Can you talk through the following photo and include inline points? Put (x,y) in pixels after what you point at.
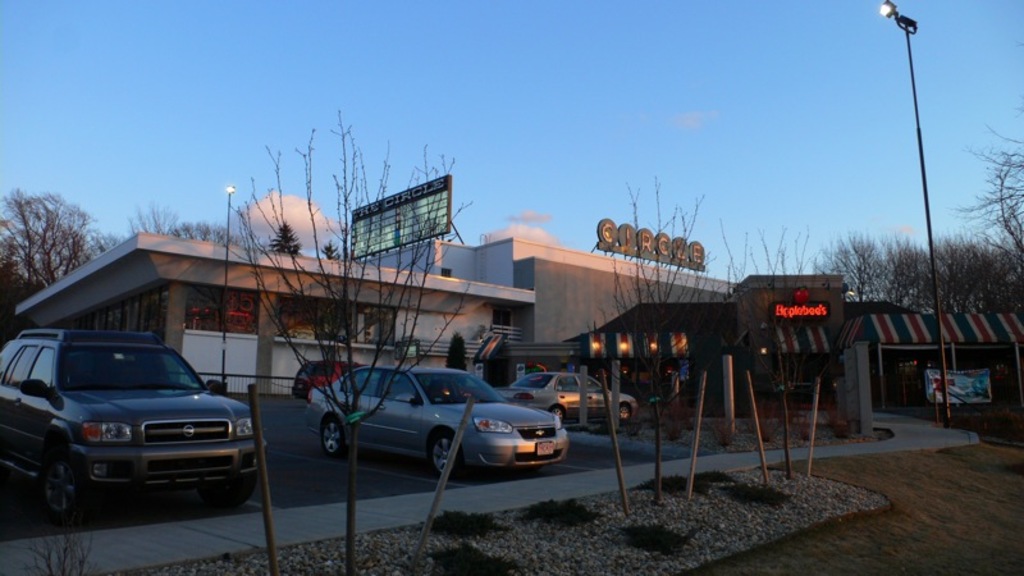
In this image I see a building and I see few boards (420,201) on which there are words (806,308) written and I see 2 light poles (947,418) and I can also see the grass (822,548) and in the background (255,219) I see the trees (960,274) and the sky (734,217) and I can also see cars (87,399) over here.
